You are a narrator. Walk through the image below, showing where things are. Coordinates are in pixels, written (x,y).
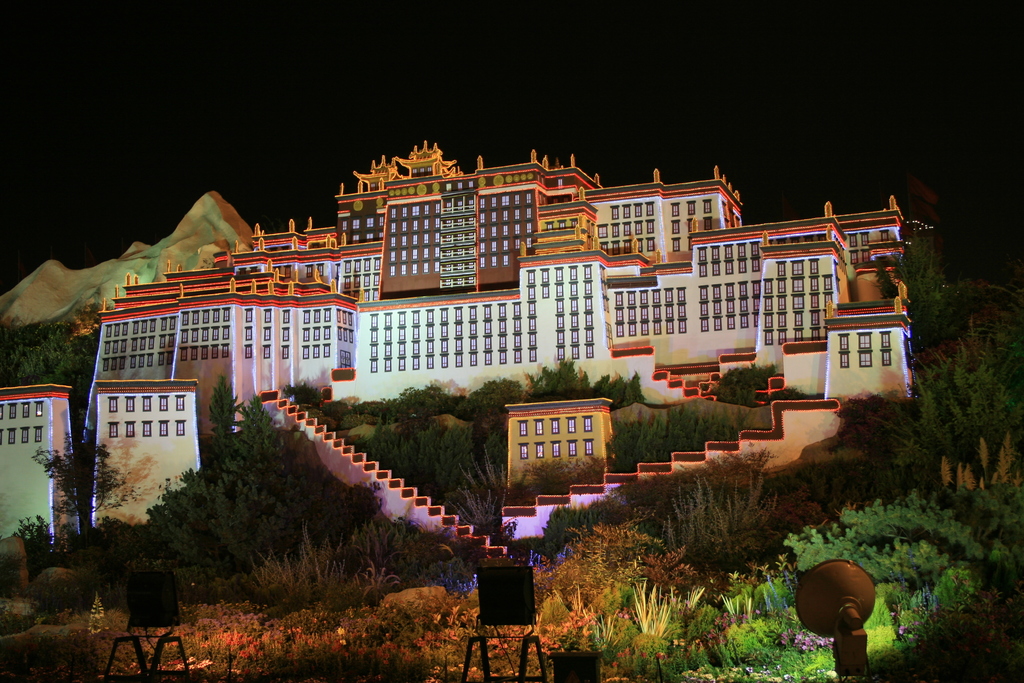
In this image I can see few buildings (518,309), windows (502,316), trees (417,467), stairs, few flowers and lights (859,595). Background (820,19) is in black color.
